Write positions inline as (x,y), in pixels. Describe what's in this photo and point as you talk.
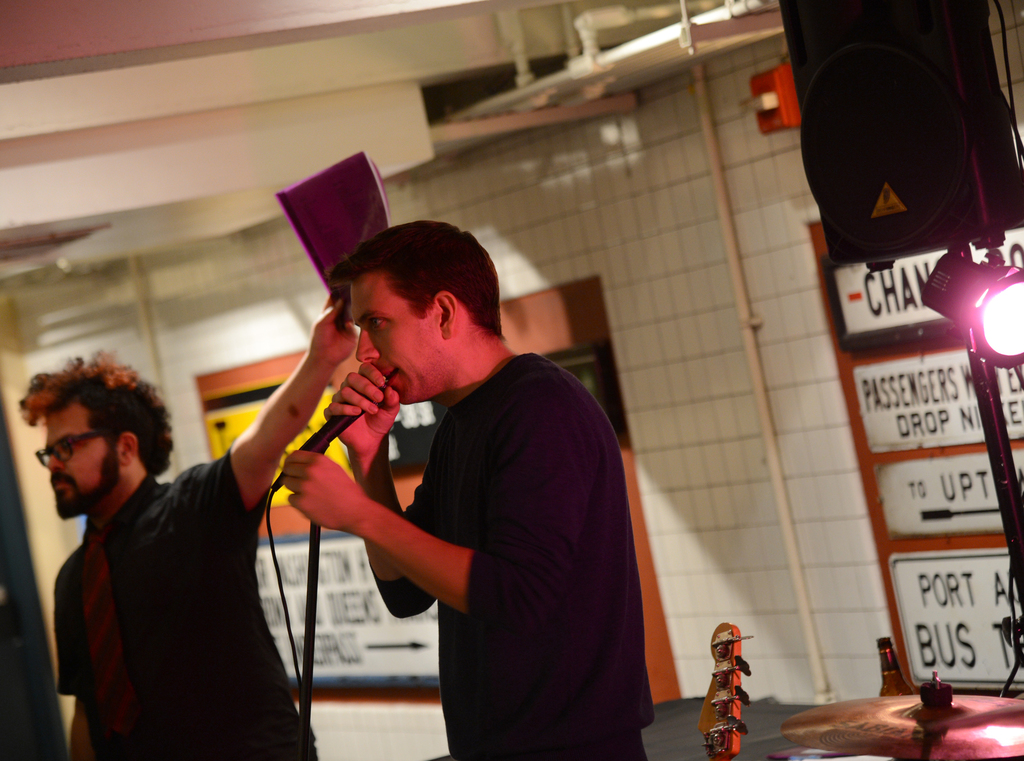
The person (539,511) wearing blue shirt (555,511) is standing and singing in front of a mic (328,427) and there is another person (174,526) standing and holding a file (326,227) in his hand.
